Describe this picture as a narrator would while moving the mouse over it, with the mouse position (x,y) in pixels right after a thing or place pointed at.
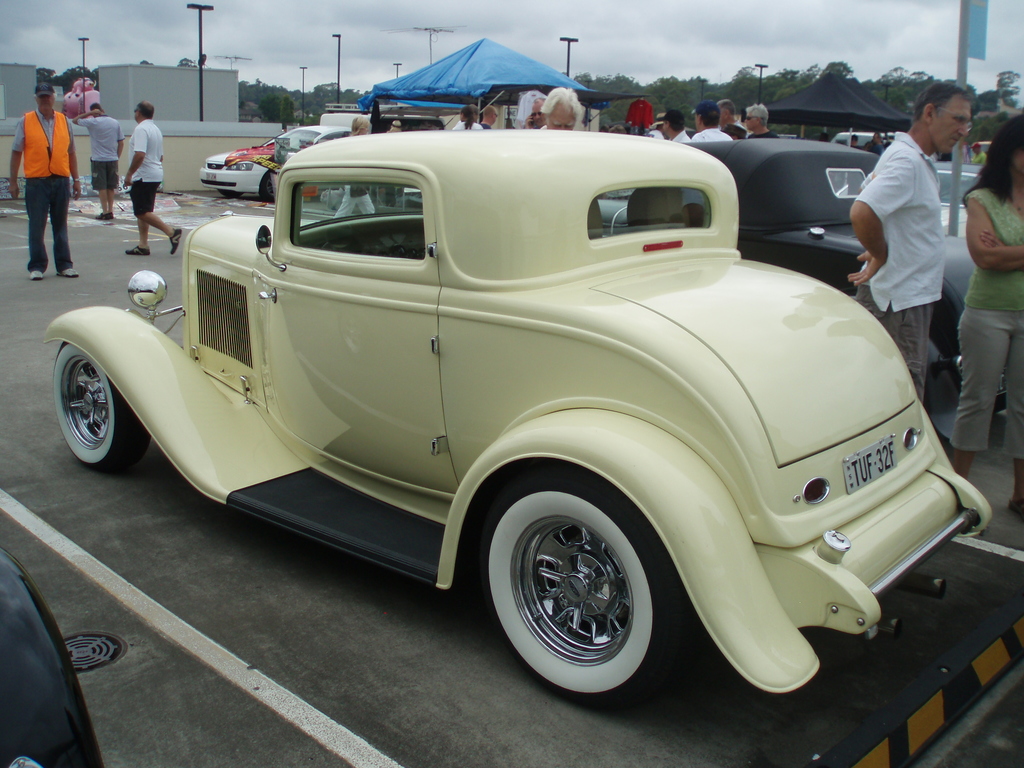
This picture is clicked outside the city. In the middle of the picture (506,368), we see the cars (732,323) are parked on the road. Beside that, we see people (111,131) are standing. The man (139,199) in white T-shirt (151,131) is walking. Beside him, the man (14,176) in orange jacket (59,168) is standing. There are buildings (173,95), poles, trees (610,88) and a blue color tent (544,87) in the background (511,103). On the right side (980,16), we see a board (973,17) in blue color. At the top of the picture (696,61), we see the sky (874,31).
